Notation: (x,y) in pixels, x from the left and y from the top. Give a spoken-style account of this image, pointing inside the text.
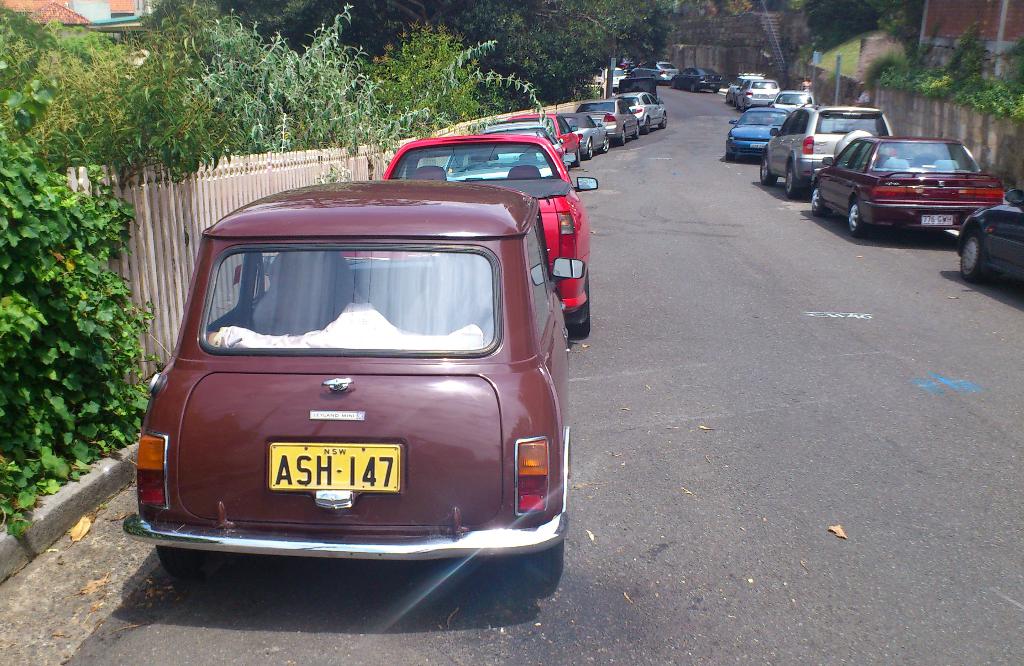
In this image there are vehicles (420,278), railing (213,173), buildings (80,2), trees (441,45), plants (8,325), road (737,179), people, pole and objects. Vehicles (624,101) are on the road (697,294).
